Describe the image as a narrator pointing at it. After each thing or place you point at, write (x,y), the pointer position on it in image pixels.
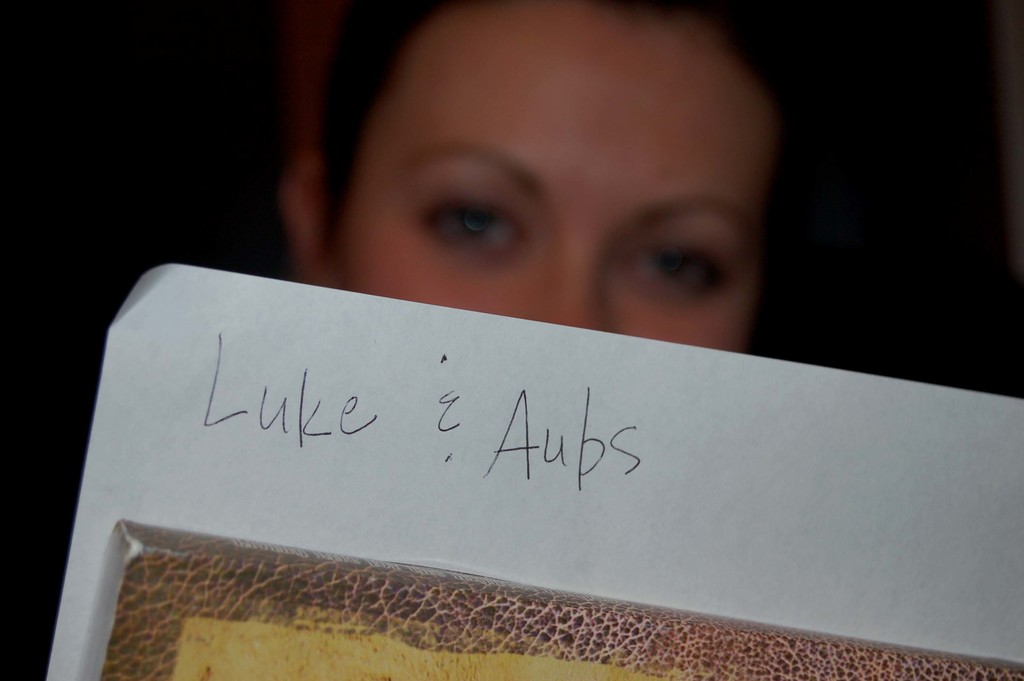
In this image there is a woman (522,263) holding a poster (260,525).
